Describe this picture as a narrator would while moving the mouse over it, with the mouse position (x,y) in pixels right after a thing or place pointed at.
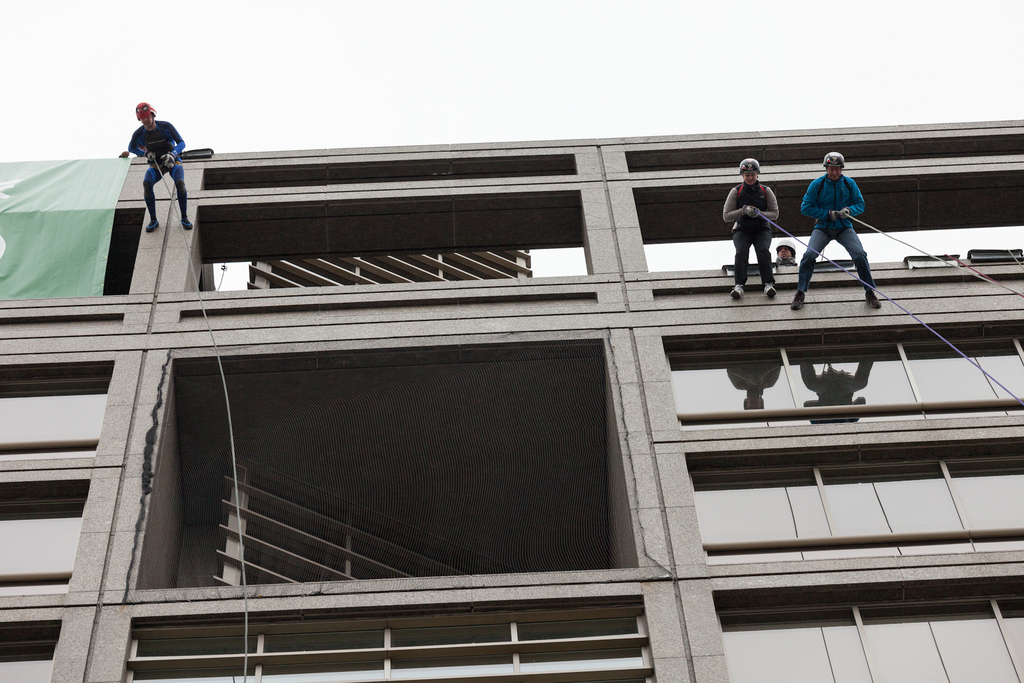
In this image, I see 4 men (176,161) and 3 of them are on the building (435,183) with the help of ropes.
